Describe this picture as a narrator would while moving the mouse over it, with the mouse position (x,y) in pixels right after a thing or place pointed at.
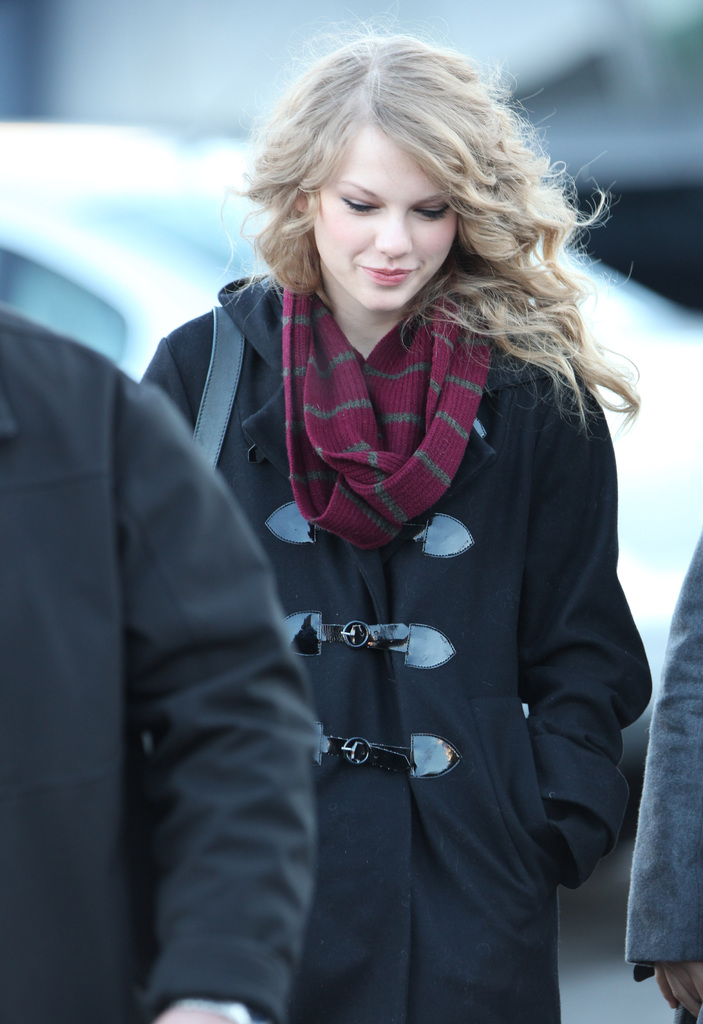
There is a woman (367,539) standing and smiling and we can see persons hands (656,979). Background (666,383) we can see car (700,430).
